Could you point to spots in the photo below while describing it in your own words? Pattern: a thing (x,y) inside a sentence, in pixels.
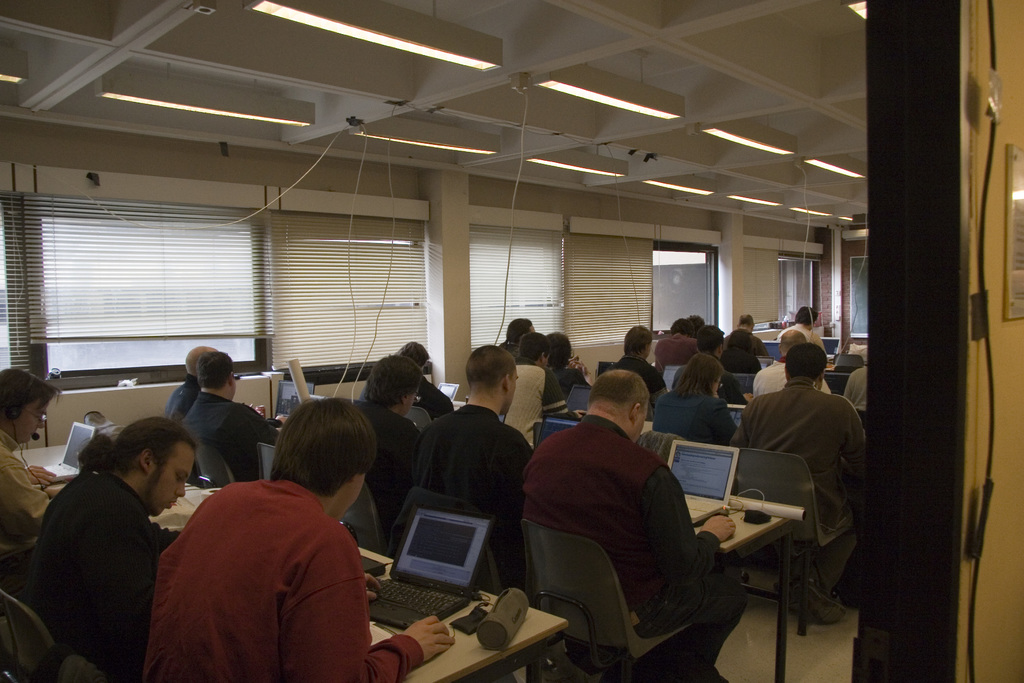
In this image I see number of people (25,412) who are sitting on the chairs (607,662) and there are tables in front of them and there are laptops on it. In the background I see the windows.
